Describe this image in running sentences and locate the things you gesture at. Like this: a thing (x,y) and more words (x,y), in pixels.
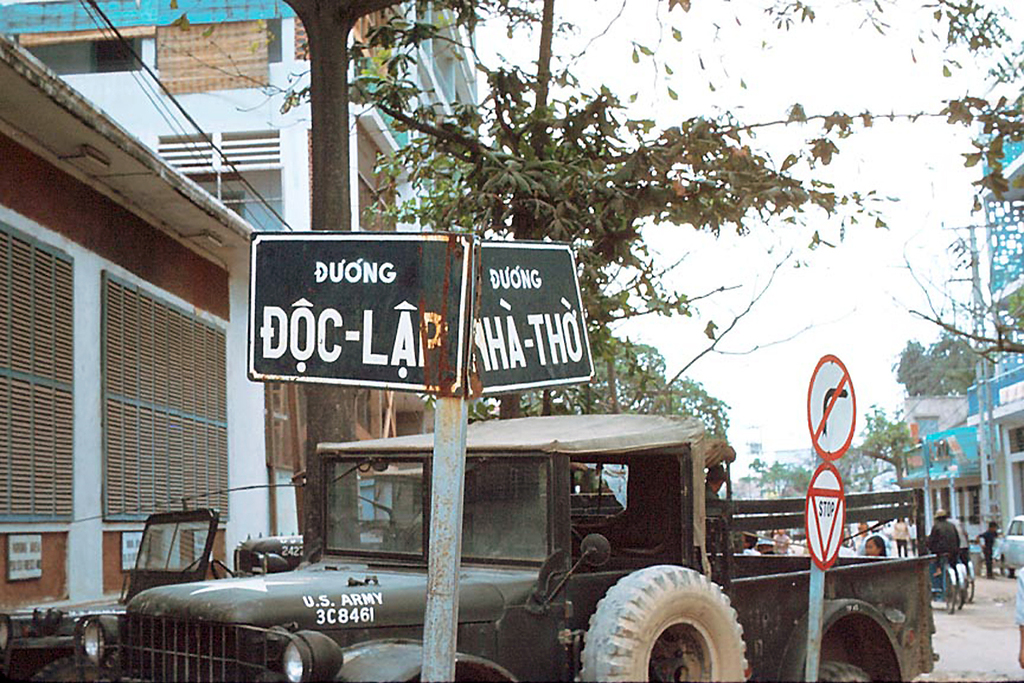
In this picture we can see vehicles (342,521) on the ground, here we can see name boards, sign boards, buildings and in the background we can see persons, trees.
